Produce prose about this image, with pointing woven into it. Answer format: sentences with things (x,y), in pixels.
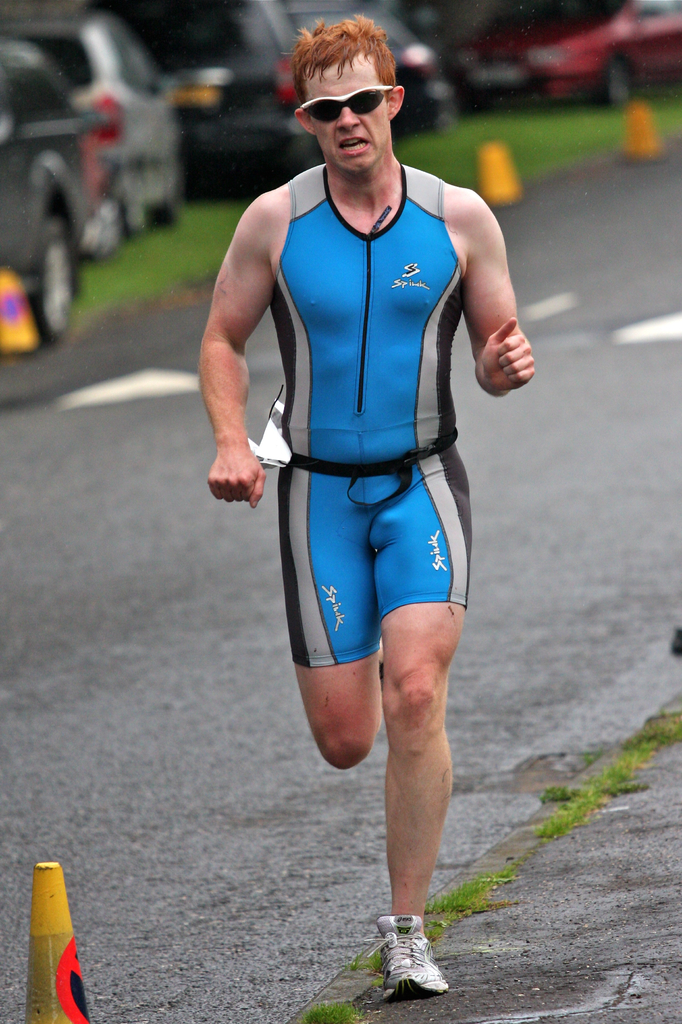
In this image there is a person (449,465) running on the road (381,795), at the bottom of the image (51,910) there is a traffic cone (58,889). In the background (216,121) there are a few vehicles (255,109) parked and there are few traffic cones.
